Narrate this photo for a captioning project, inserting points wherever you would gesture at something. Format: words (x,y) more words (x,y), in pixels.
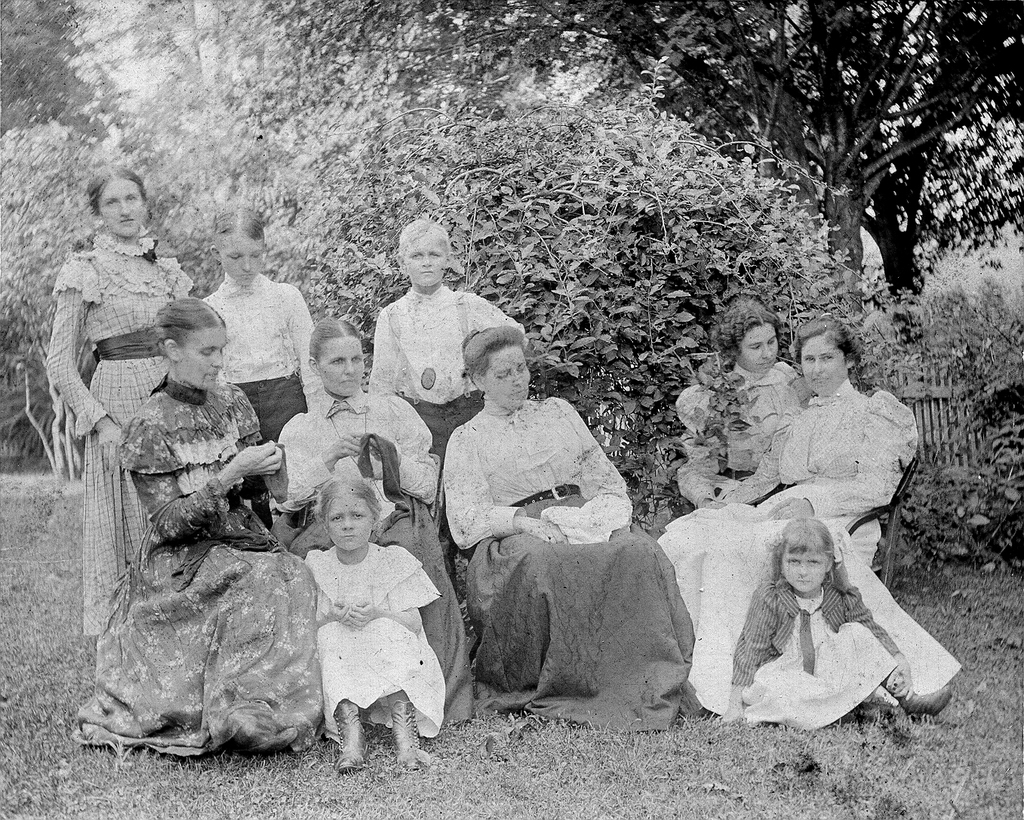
In this image we can see black and white picture of a group of persons (480,520). Some women (532,552) are sitting on chairs (893,505). Some persons (107,262) are standing. Two girls (397,657) are sitting on the ground (567,745). In the background (28,161), we can see a group of trees (587,192) and fence (939,390).
